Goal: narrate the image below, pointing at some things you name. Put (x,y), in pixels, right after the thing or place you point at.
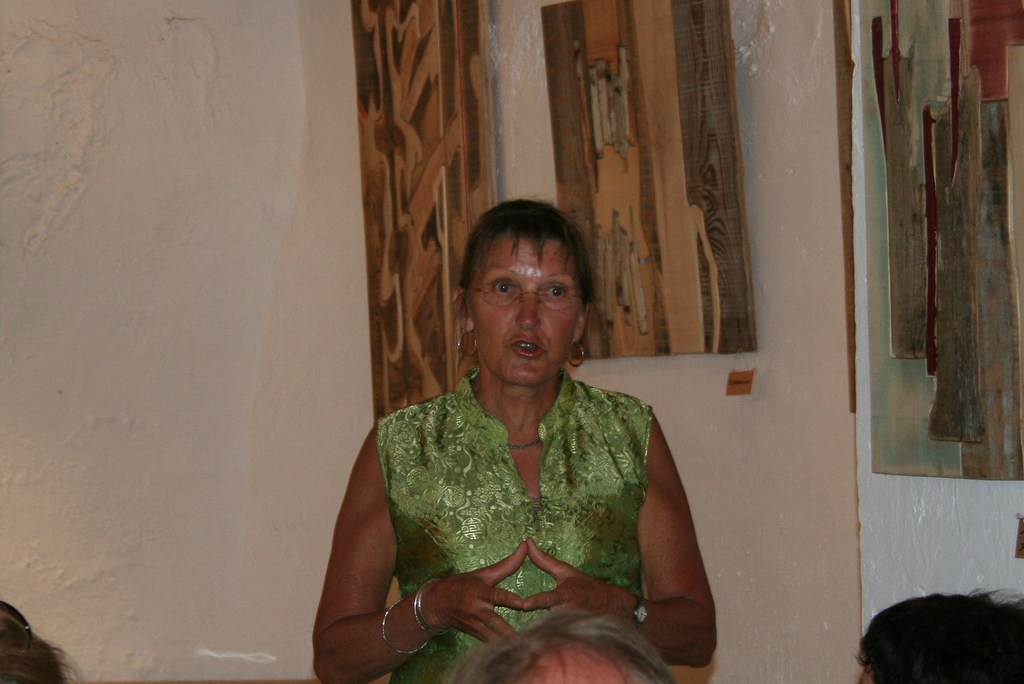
As we can see in the image there is a white color wall (208,464) and few people (462,656). The woman (518,574) over here is wearing green color dress (542,530).
